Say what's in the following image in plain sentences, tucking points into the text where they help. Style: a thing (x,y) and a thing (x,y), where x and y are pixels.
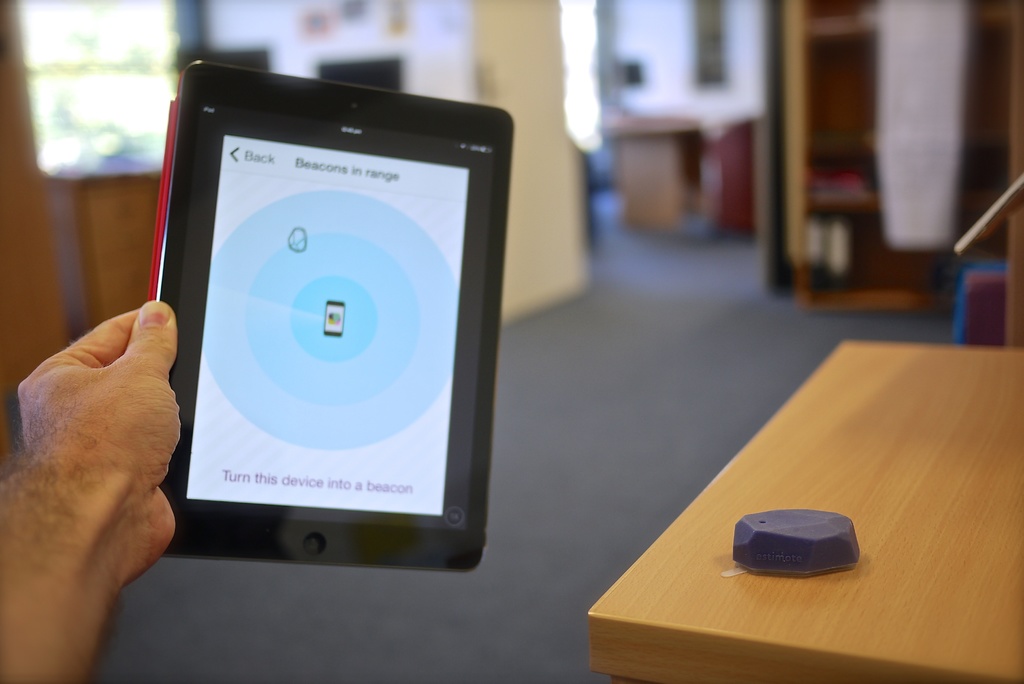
In this image, we can see a human hand (150,526) is holding an iPad (343,376). On the right side (799,597), there is a wooden table (820,644), some objects (804,550) is placed on it. Background (532,122) there is a blur view. Here we can see wall (538,168), floor (636,363) and some objects (919,7).
